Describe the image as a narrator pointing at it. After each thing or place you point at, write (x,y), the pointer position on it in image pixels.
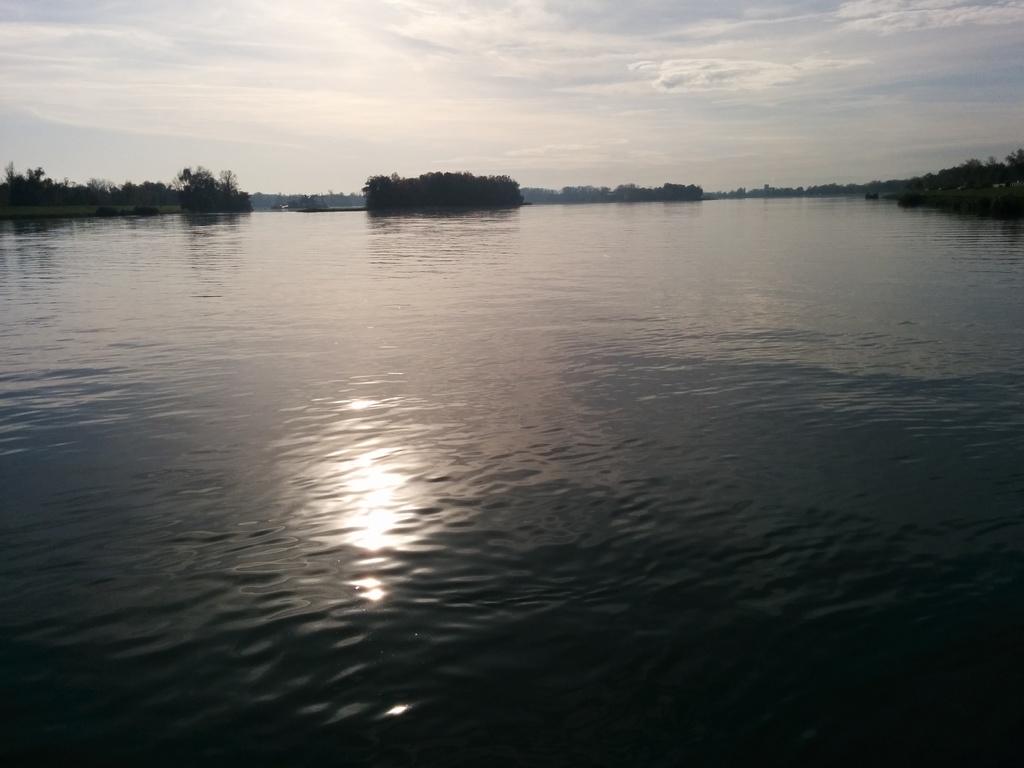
In this picture we can see water (440,427) and trees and in the background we can see the sky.
